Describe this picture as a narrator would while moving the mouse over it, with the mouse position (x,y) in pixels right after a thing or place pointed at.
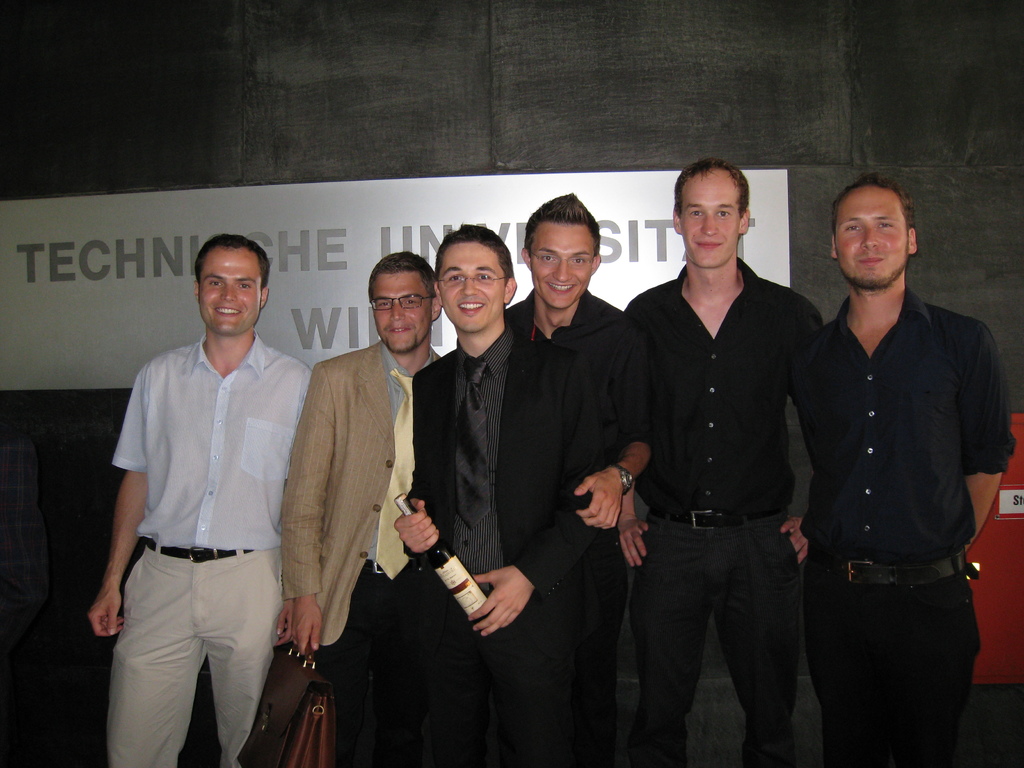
In the picture there are many people (686,704) standing, one man (389,291) is holding a bag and another man (529,481) is holding a bottle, behind them there is a wall (877,119), on the wall (49,587) there is a board (262,206) with the text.
